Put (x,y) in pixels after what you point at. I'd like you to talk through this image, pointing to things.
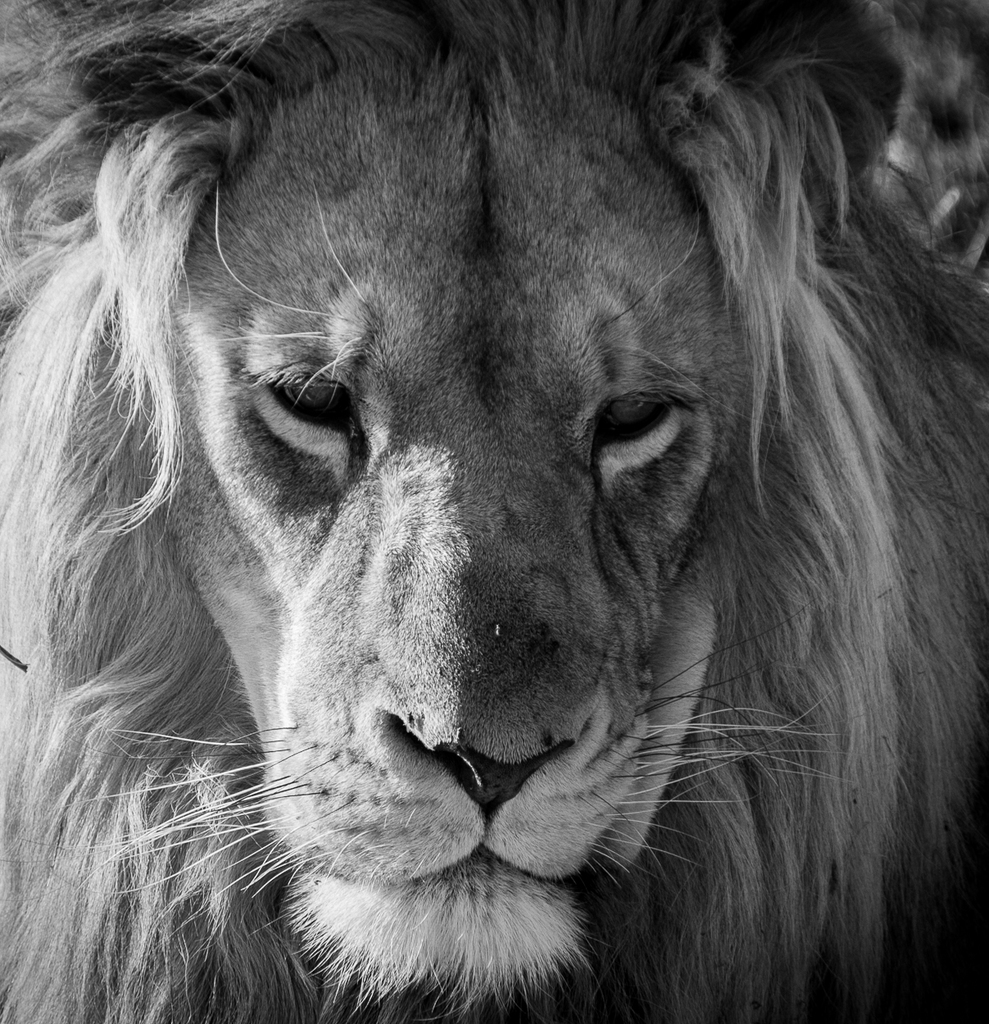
In this image, we can see a lion face (522,668).
